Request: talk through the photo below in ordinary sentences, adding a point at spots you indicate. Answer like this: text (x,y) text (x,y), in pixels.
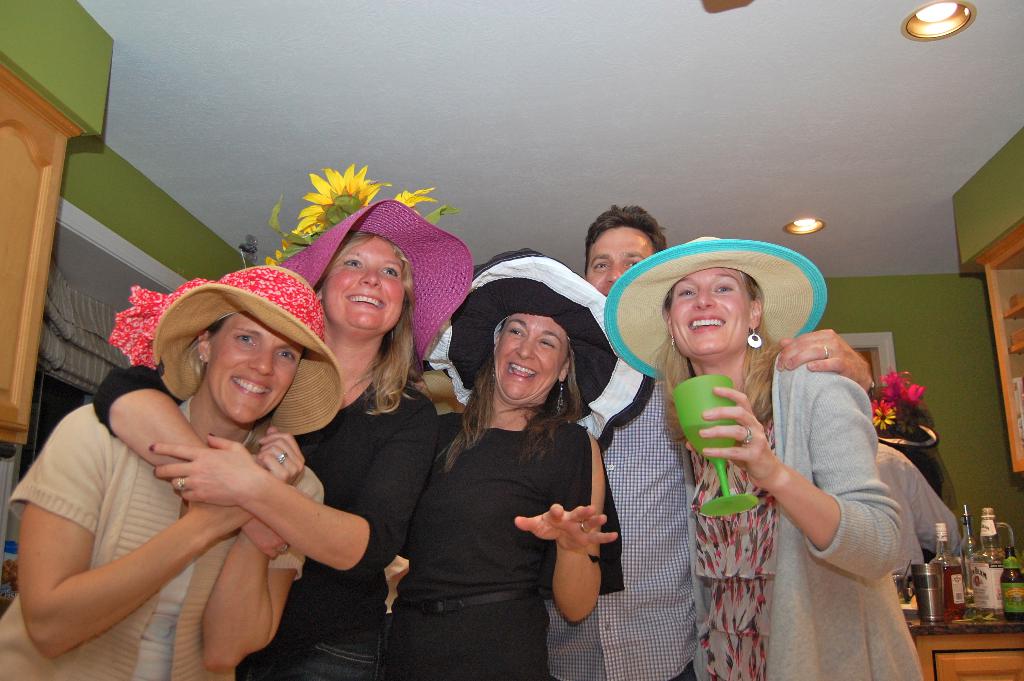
In this image few persons (483,412) are standing. Few persons (439,447) are wearing hats (793,336). A woman (764,495) wearing jacket (803,619) is holding glass (711,405) in her hand (737,413). Beside her there is a person (631,524) standing. Right side (960,629) there is a table (958,652) having a glass (931,569) and bottles (980,591) on it. Few cupboards (1010,417) are attached to the wall (989,372). Top of the image (919,6) there are few lights (791,224) attached to the roof (706,106).
